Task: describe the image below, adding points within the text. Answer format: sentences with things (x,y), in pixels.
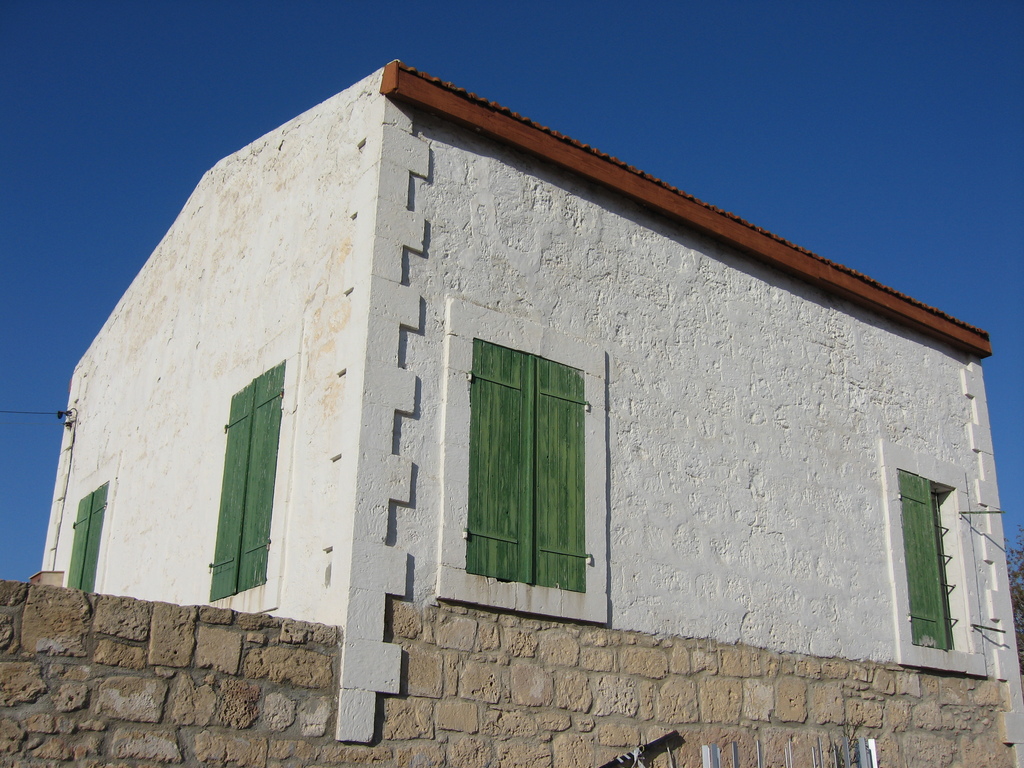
In this image we can see a building (650,607). In the background (812,128) there is a sky (830,147).
